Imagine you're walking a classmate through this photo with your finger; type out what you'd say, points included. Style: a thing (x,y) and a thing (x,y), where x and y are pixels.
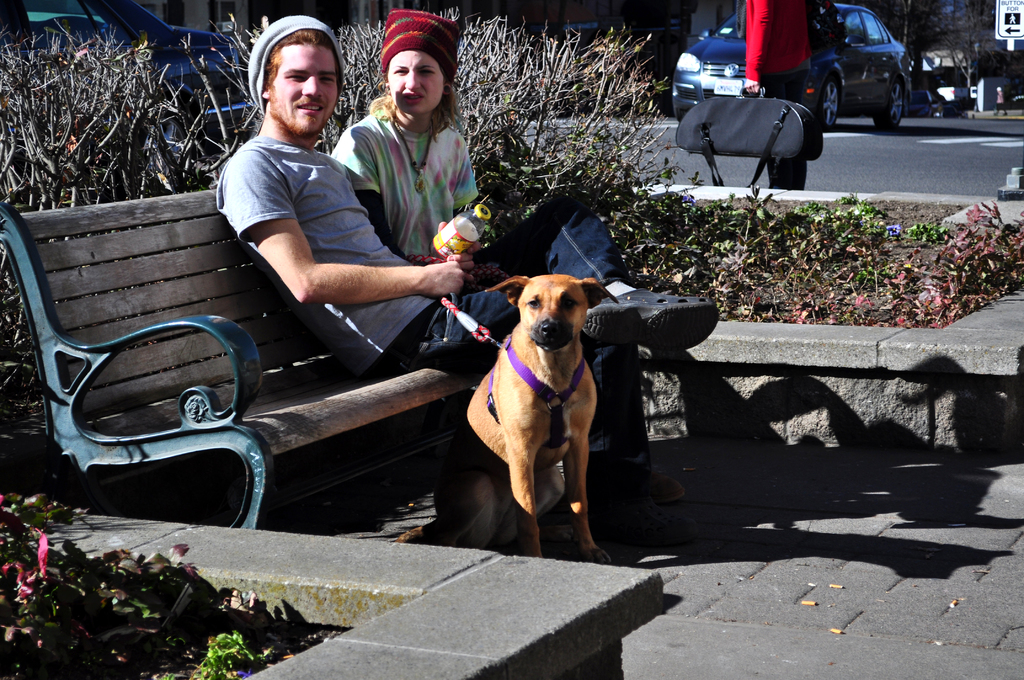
This picture is clicked outside in the city (742,248). There is a man (351,196) and a woman (391,187) sitting on bench (235,289). the man (392,292) is holding a bottle (450,234) and leash (454,312) in his hand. In front of the bench (449,383) there is a dog (519,411) sitting on the ground (632,556). Behind them there are plants (603,149). In the background (578,21) there are buildings (591,12), cars (95,20), trees (945,40) and road (904,155). There is another person (782,52) walking on the road (879,151) carrying a luggage bag (764,129) in his hand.
